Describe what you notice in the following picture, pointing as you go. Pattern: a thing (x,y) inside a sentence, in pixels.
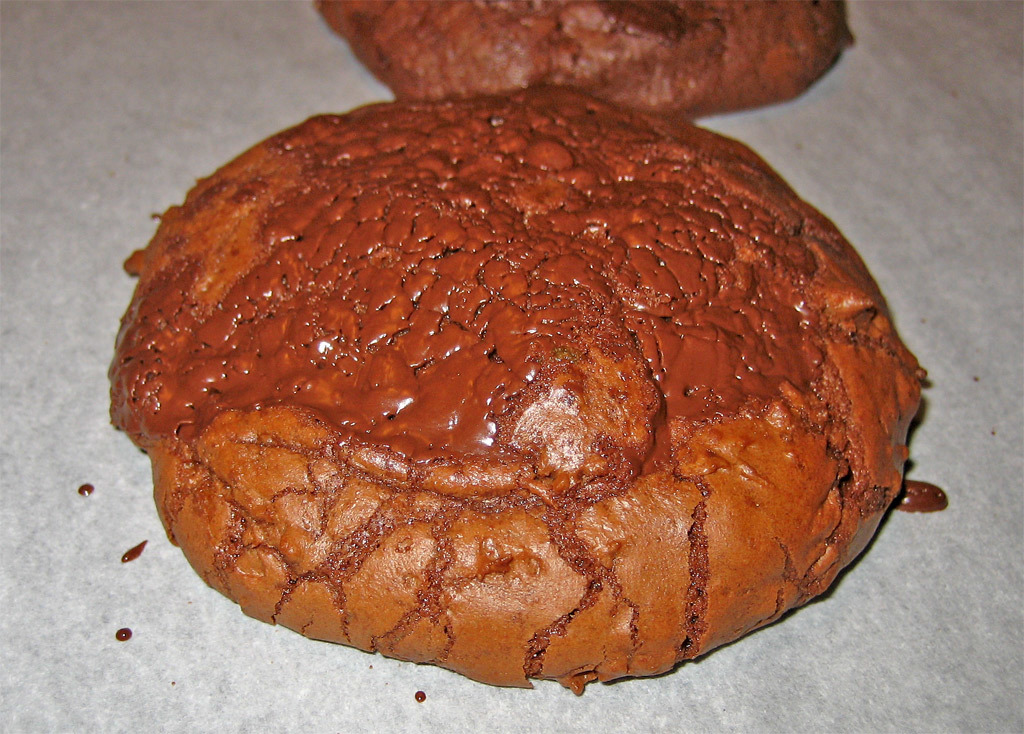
In this image I can see 2 cookies (162,390).
